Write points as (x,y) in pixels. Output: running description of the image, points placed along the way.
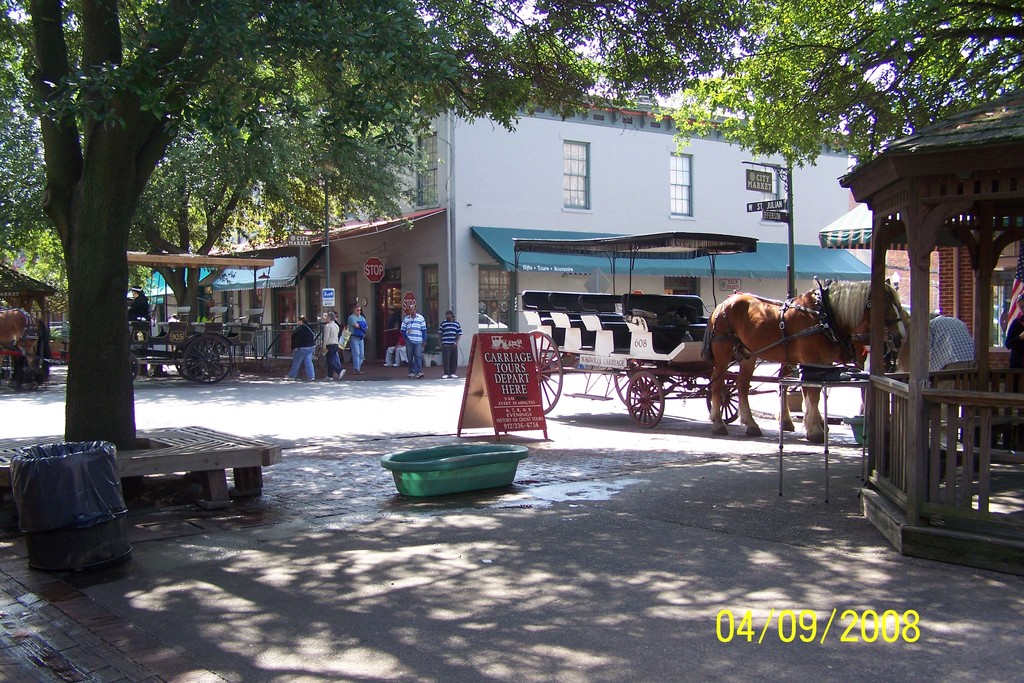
In this image we can see road (598,538), trees (225,55), buildings (693,292), boards (521,374), basket (513,456), carts (167,377), horse (817,388), pole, sky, and other objects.
